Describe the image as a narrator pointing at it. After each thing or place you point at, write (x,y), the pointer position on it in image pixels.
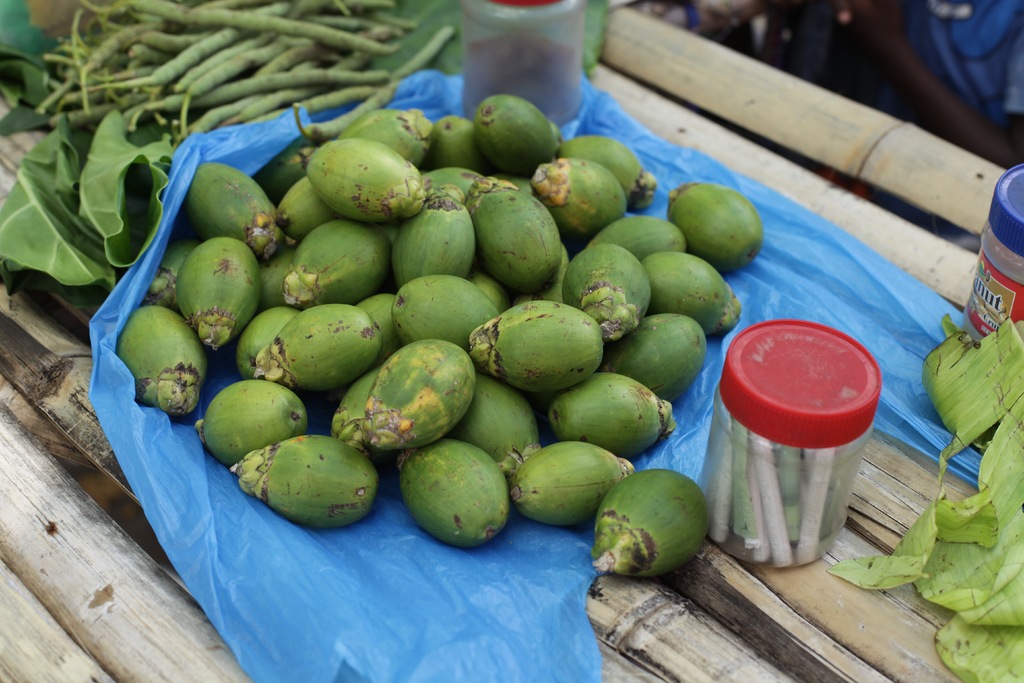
In this image I can see few wooden logs (87,580) which are white and cream in color and on it I can see a blue colored cover (380,597) and on the cover (409,536) I can see few betel nuts (420,244) which are green in color, three boxes (824,404), few leaves (32,222) which are green in color and few other objects (199,42).
